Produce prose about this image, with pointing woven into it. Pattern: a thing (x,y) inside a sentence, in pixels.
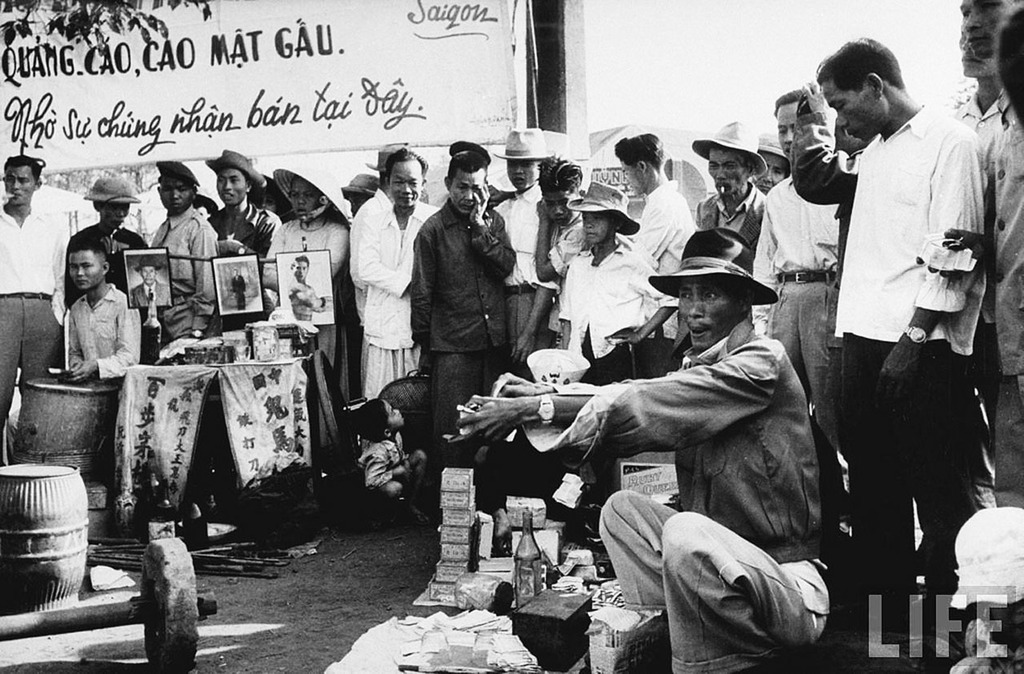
In this image I can see the black and white picture in which I can see few bottles (532,564), few other objects (502,522) and I can see a person (697,507) wearing a hat (701,249) is sitting in front of these objects (569,547). I can see number of persons (853,267) are standing around him, few photo frames (301,277) and few other objects (237,335) on the table (239,429). I can see few barrels (48,510) and few objects (99,568) on the ground (111,592). In the background (228,40) I can see a banner (114,45), few poles (561,156), a tent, few trees (69,183) and the sky (715,61).
